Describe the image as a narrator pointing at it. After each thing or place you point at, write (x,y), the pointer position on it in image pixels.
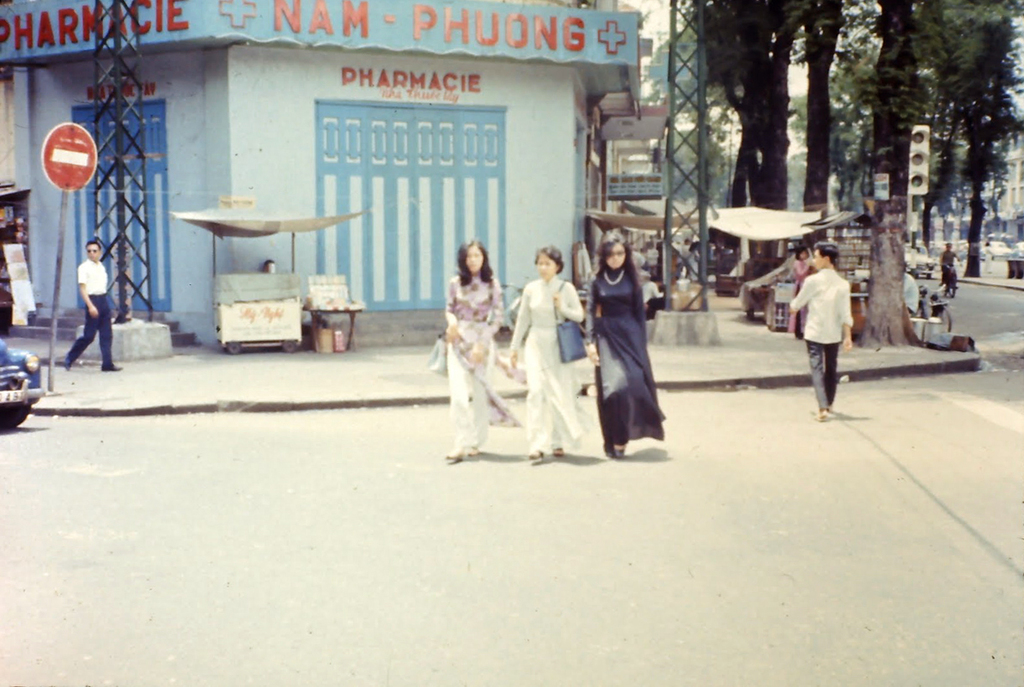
In the image there are three ladies (531,346) crossing the road (643,596), on left side (1,375) there is a car (9,386) moving on the road (38,498) with a sign board (60,152) beside it and on the footpath (192,352) there are small stores (288,307) and people (802,287) walking on it, on the right side (927,240) there are trees (820,183), in the back (508,81) there is a building (489,115).
